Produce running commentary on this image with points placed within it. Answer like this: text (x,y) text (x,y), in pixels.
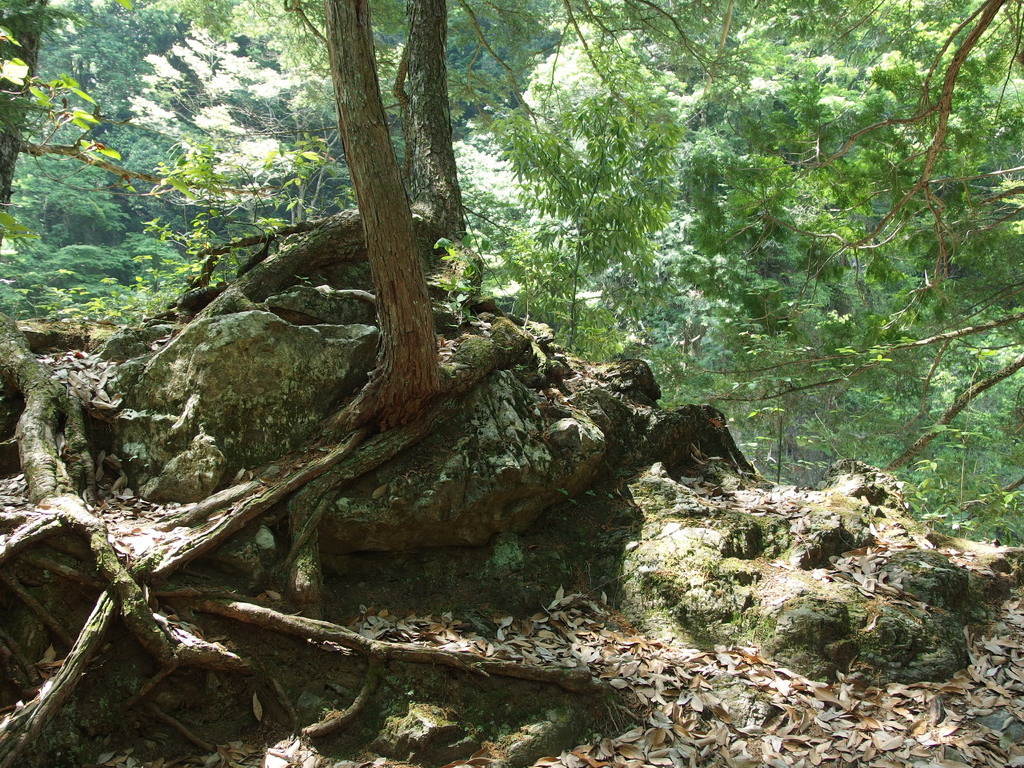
In this image we can see many trees (750,167), there are rocks (123,393), there are dried leaves (894,726) on the ground (5,682).
